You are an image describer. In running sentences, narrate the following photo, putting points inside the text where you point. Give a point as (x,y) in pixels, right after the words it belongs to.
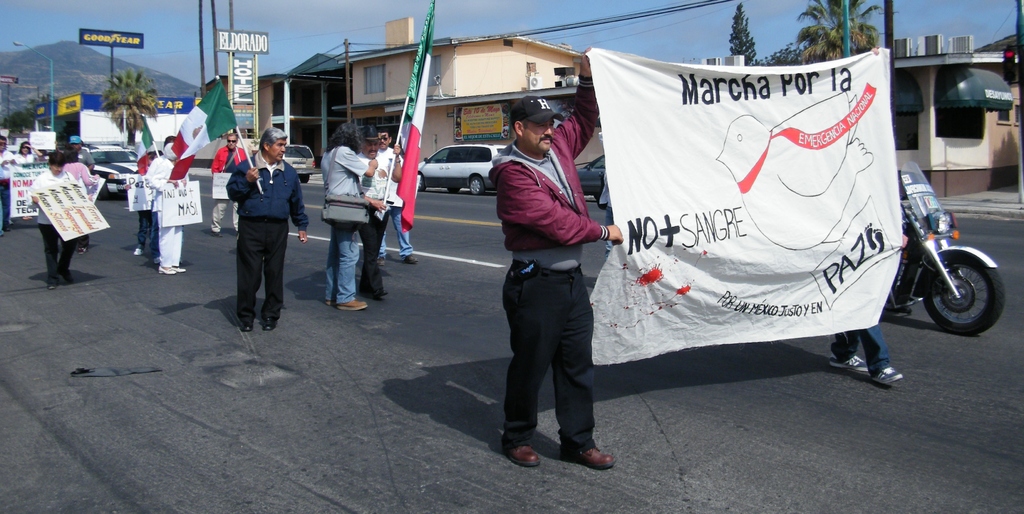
In this image we can see group of people (266,232) standing on road (930,328). One person (579,309) is holding a banner (713,195) on which some text (834,87) is written. One person (348,174) is wearing a bag (336,207). One person (291,193) is holding a flag (209,105) in his hand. In the background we can see different vehicles (949,262) parked on the road (923,313), group of buildings (919,110), trees (813,50), mountain (48,46) and sky (67,16).
